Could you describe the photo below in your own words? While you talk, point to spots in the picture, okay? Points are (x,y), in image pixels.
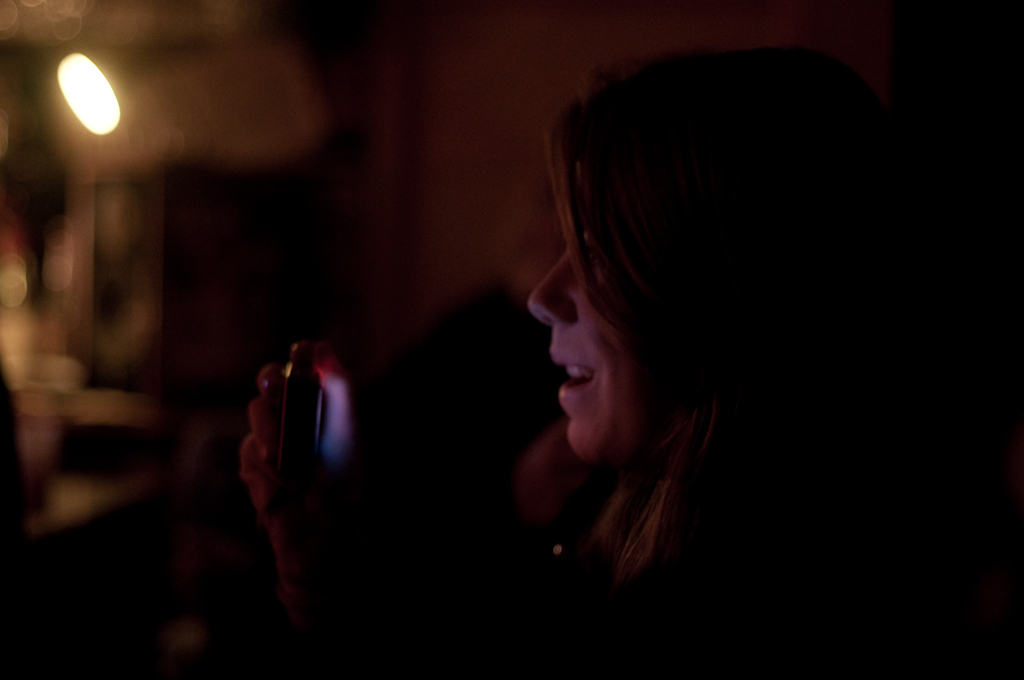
In this picture we can see a woman (605,502) and in the background (533,404) we can see it is dark.
